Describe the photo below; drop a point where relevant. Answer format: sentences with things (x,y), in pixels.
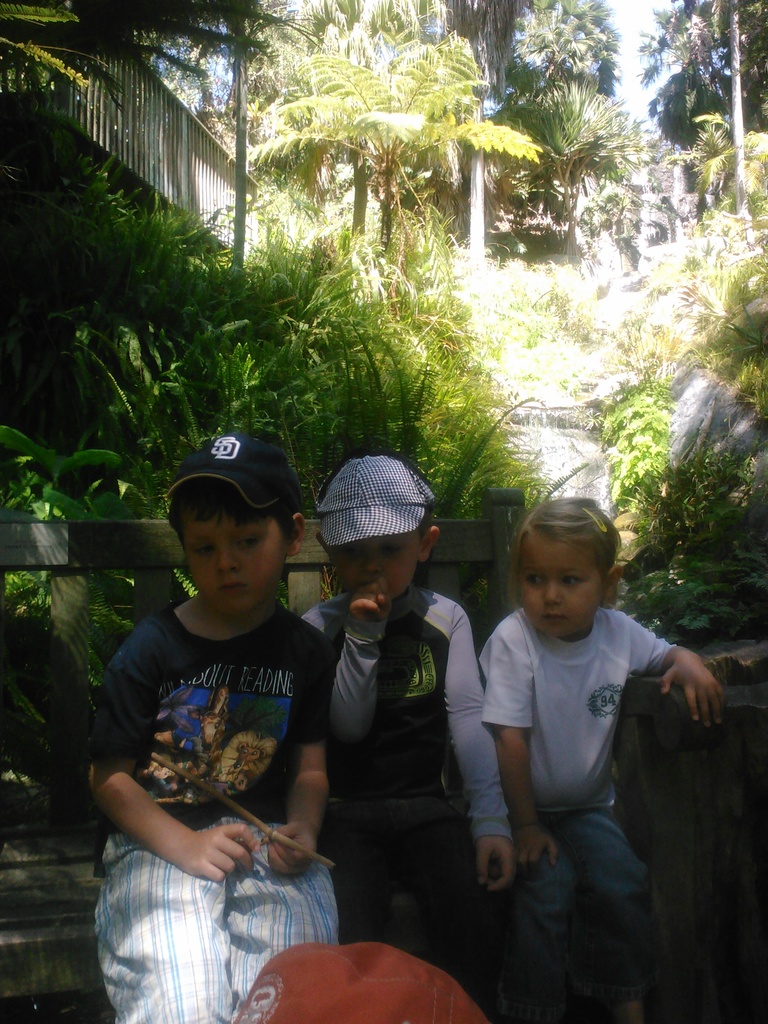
In this image I can see 3 children (194,737) sitting on a wooden bench (49,783). There are trees (264,177) at the back (337,100) and a wooden fence (219,189) on the left (219,189).
